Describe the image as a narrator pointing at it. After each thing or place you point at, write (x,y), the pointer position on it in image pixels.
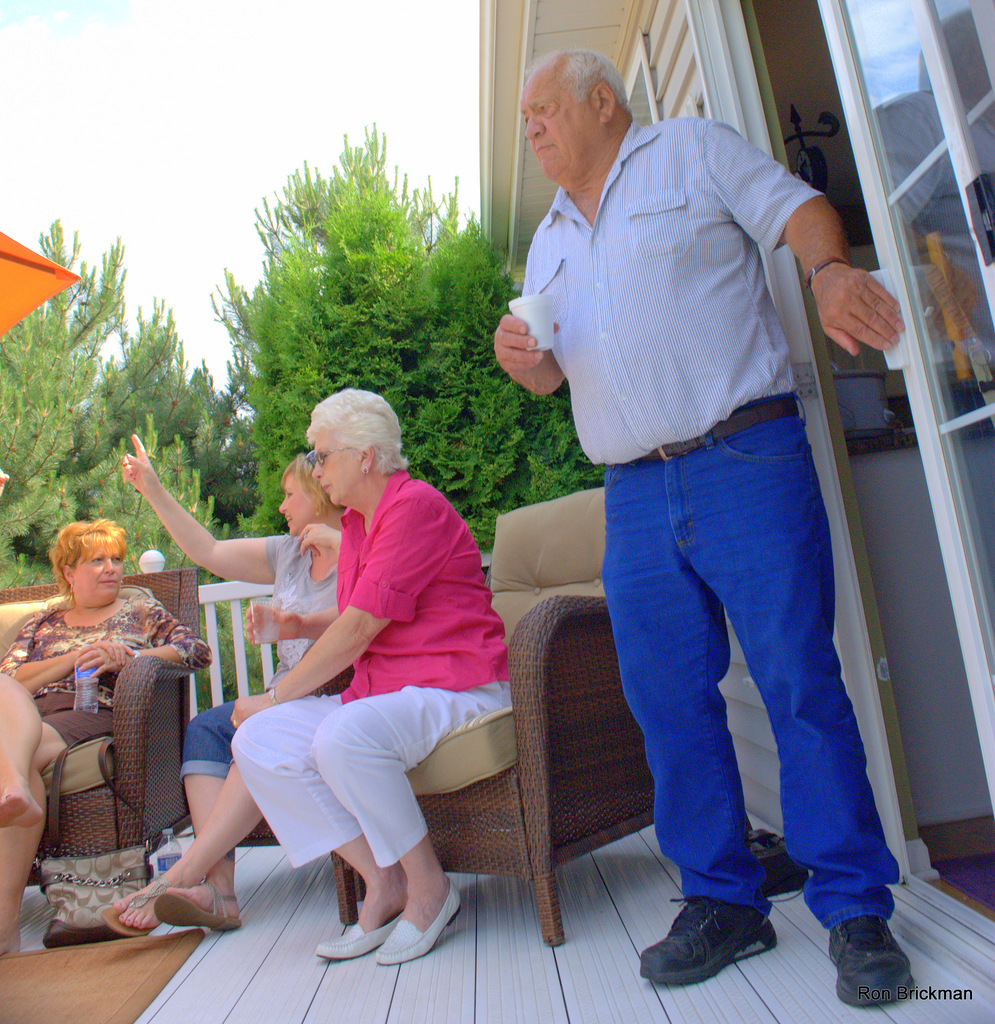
In this image we can see there is man (818,558) standing on the right side (713,818) and holding a cup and there are other people (61,735) sitting on the left side (95,562).
